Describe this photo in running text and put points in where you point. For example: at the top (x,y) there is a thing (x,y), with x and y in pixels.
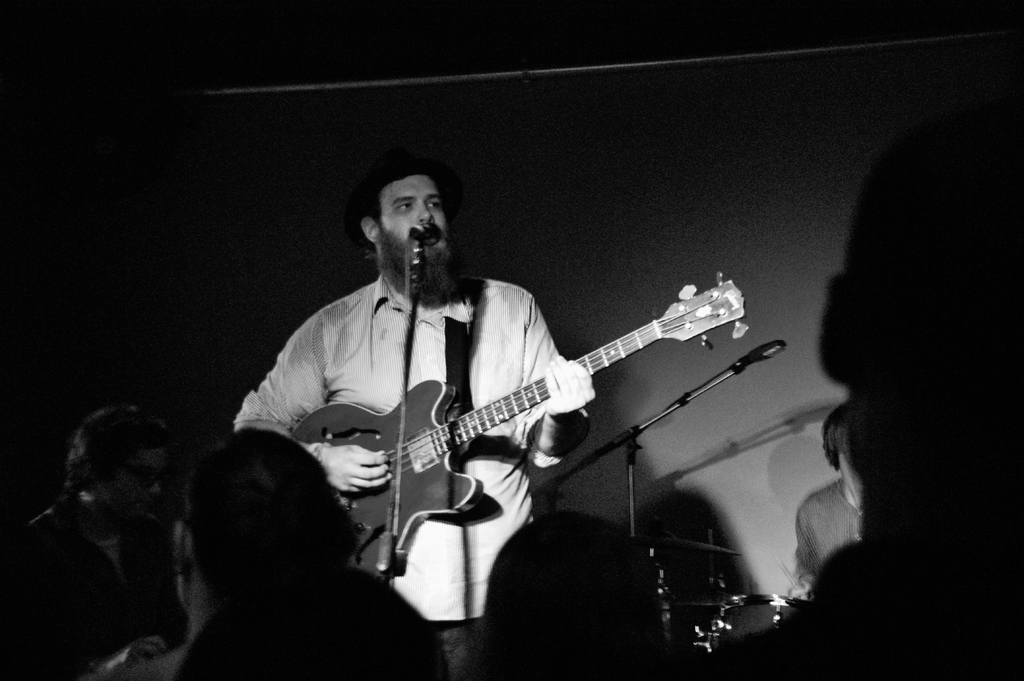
In this image, In the middle (513,381) there is a man (572,388) who is standing and holding a music instrument (371,515) and there is a microphone (415,277) which is in black color and he is singing in the microphone (419,245) and there are some people (208,587) sitting in front of the man (452,602).
